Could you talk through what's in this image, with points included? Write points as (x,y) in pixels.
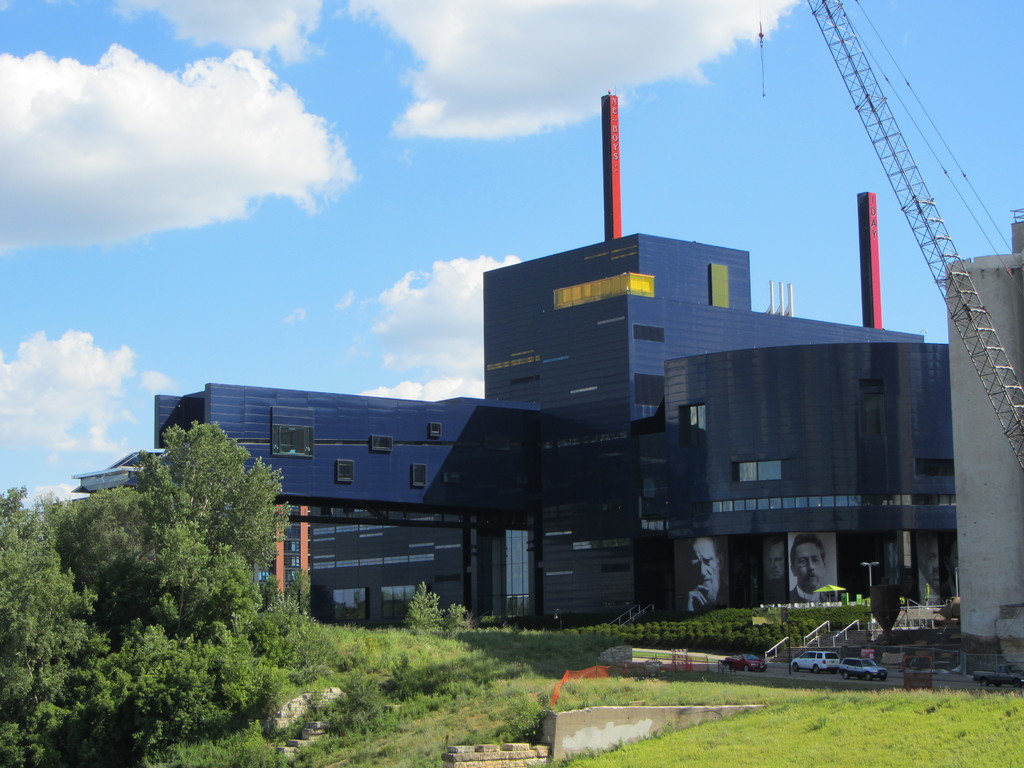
As we can see in the image there is grass (468,667), trees (206,718), plants (647,623), vehicles (810,666), banners (795,566) and buildings (658,568). On the top (342,147) there is sky (390,122) and clouds (113,229).
